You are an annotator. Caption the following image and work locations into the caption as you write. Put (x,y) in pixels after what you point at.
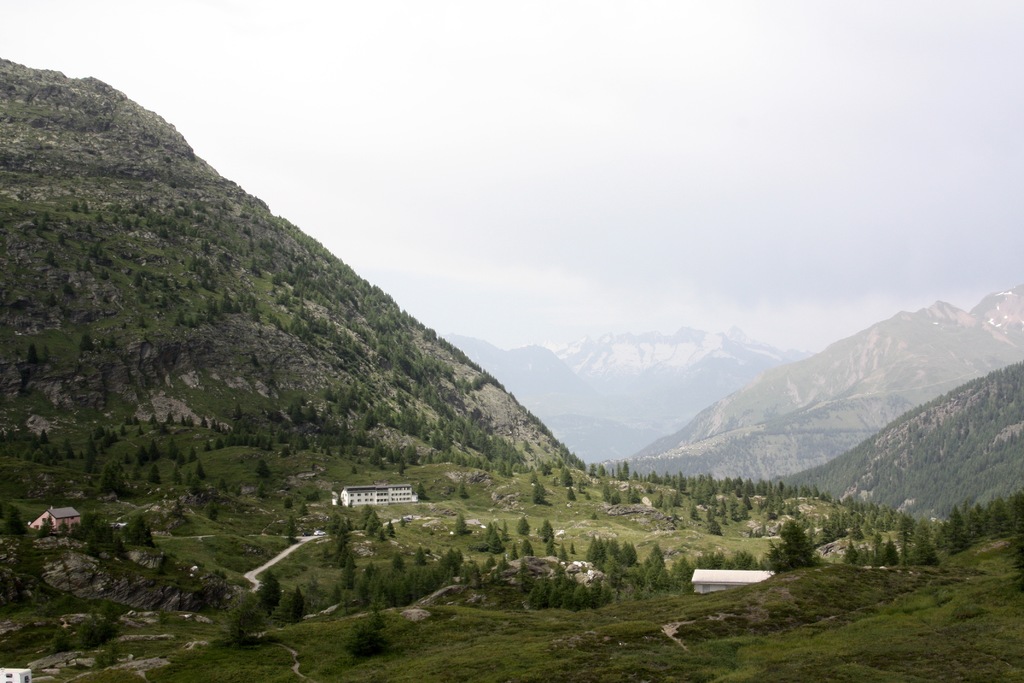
In this picture we can see buildings (46,522), trees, mountains (512,350) and in the background (784,334) we can see the sky (559,140) with clouds (440,133).
